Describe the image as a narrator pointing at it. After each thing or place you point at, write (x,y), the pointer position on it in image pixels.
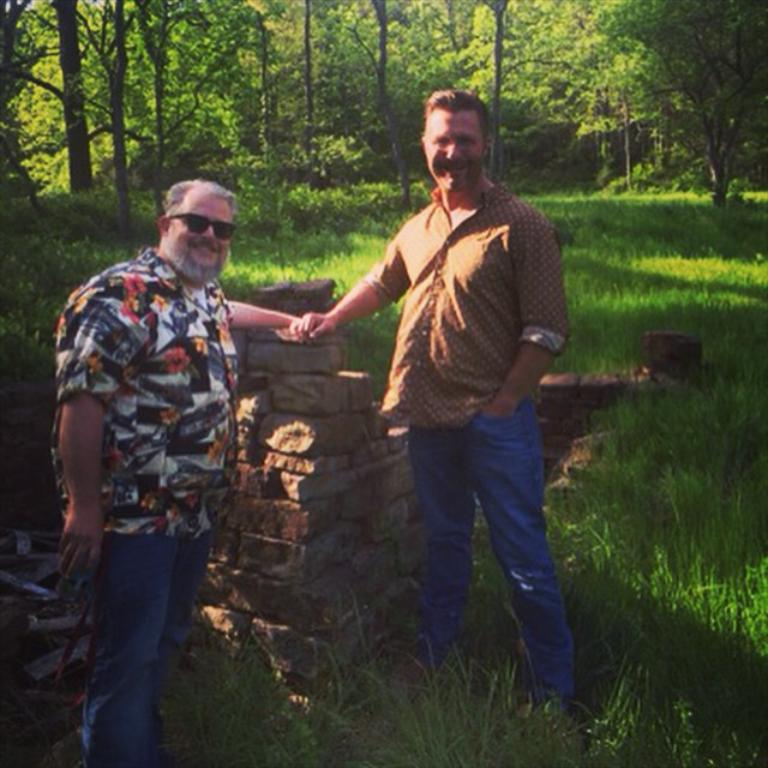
In this image there are two persons (314,328) standing and smiling, and there are bricks (248,423), grass (765,294), and in the background (322,94) there are trees (306,14).
